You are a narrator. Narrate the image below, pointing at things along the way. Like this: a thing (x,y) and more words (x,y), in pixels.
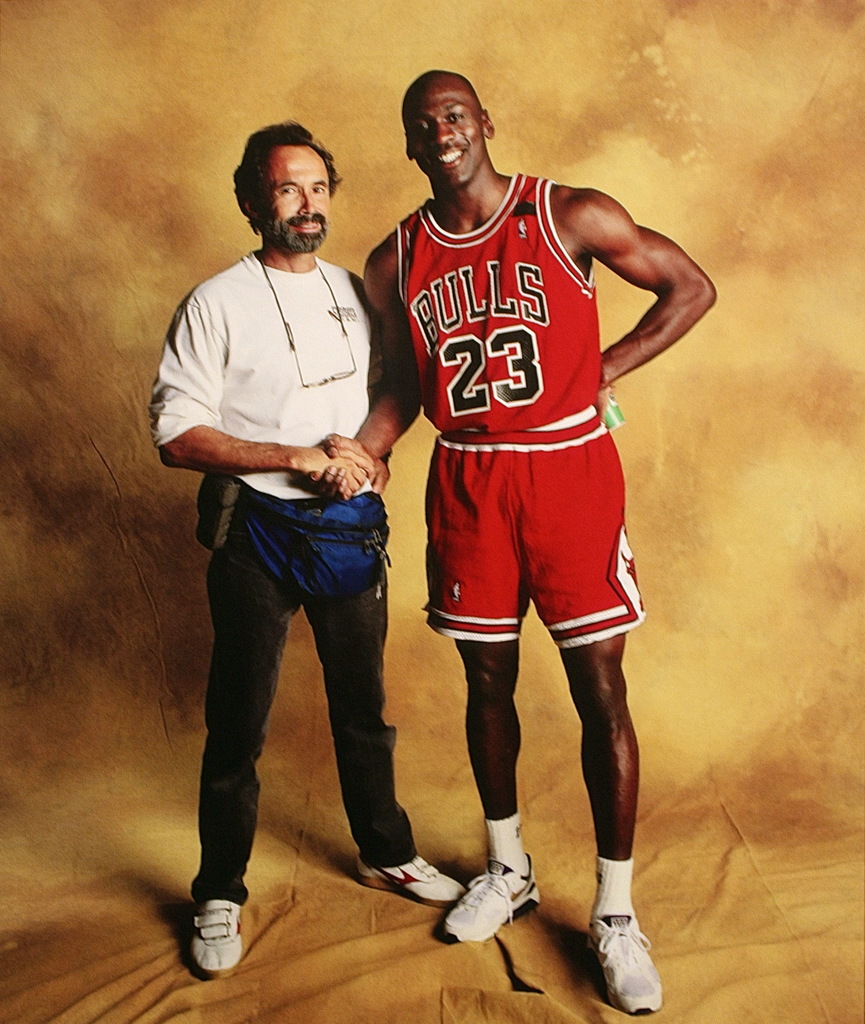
In this image, we can see two men (337,587) are standing and smiling. They are shaking hands (350,468) with each other. At the bottom (324,962), there is a cloth (383,975).
